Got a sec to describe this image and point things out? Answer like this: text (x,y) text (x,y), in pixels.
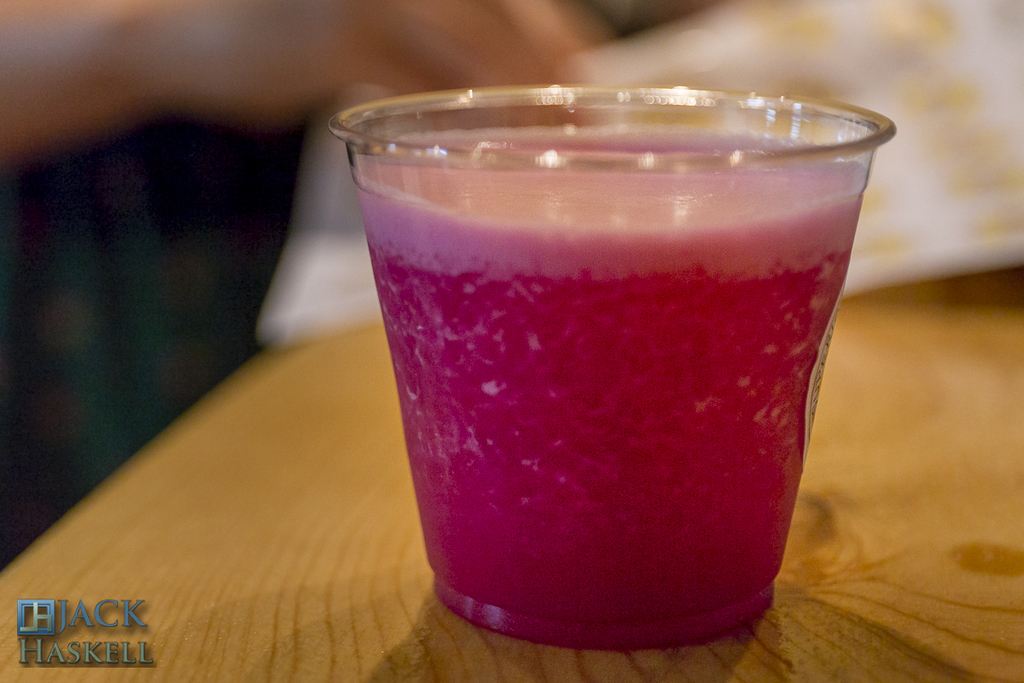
In the image in the center (342,384) we can see one table (810,533). On table (922,503), we can see white color object (909,191) and one glass (678,192). In glass (566,356), we can see some pink color juice (608,568).
